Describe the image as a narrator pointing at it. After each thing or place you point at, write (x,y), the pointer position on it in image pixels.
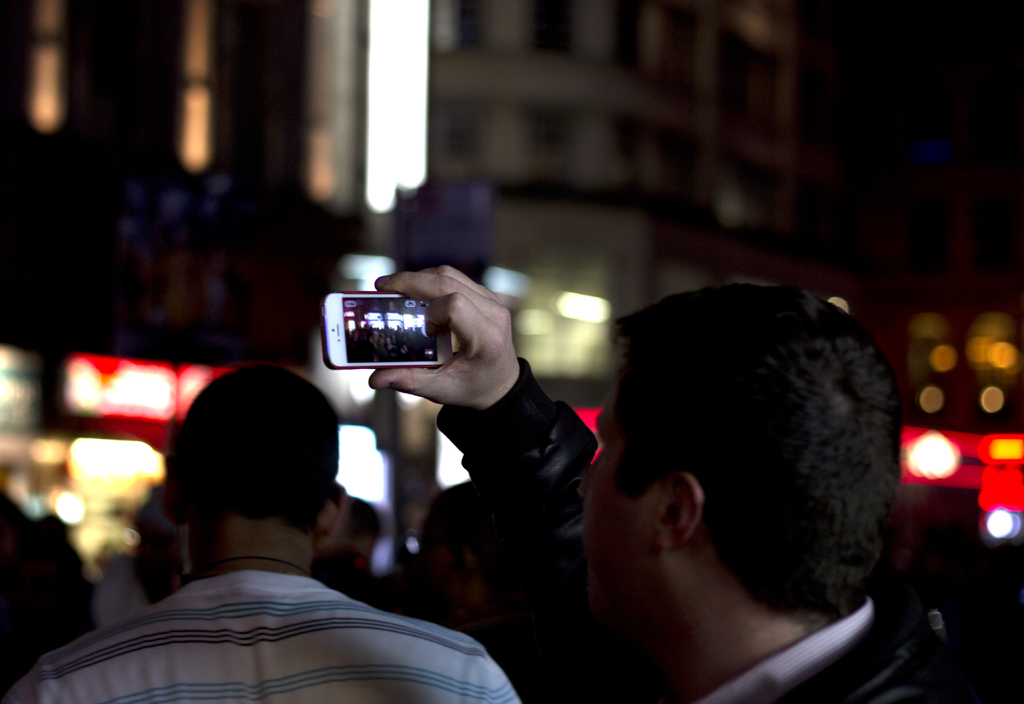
In this image, in the right side (888,634) there is a man (804,481) standing and he is holding a mobile phone (378,322) which is in white color, he is taking a picture in his mobile (390,334), in the background (441,531) there are some people (135,556) walking.
